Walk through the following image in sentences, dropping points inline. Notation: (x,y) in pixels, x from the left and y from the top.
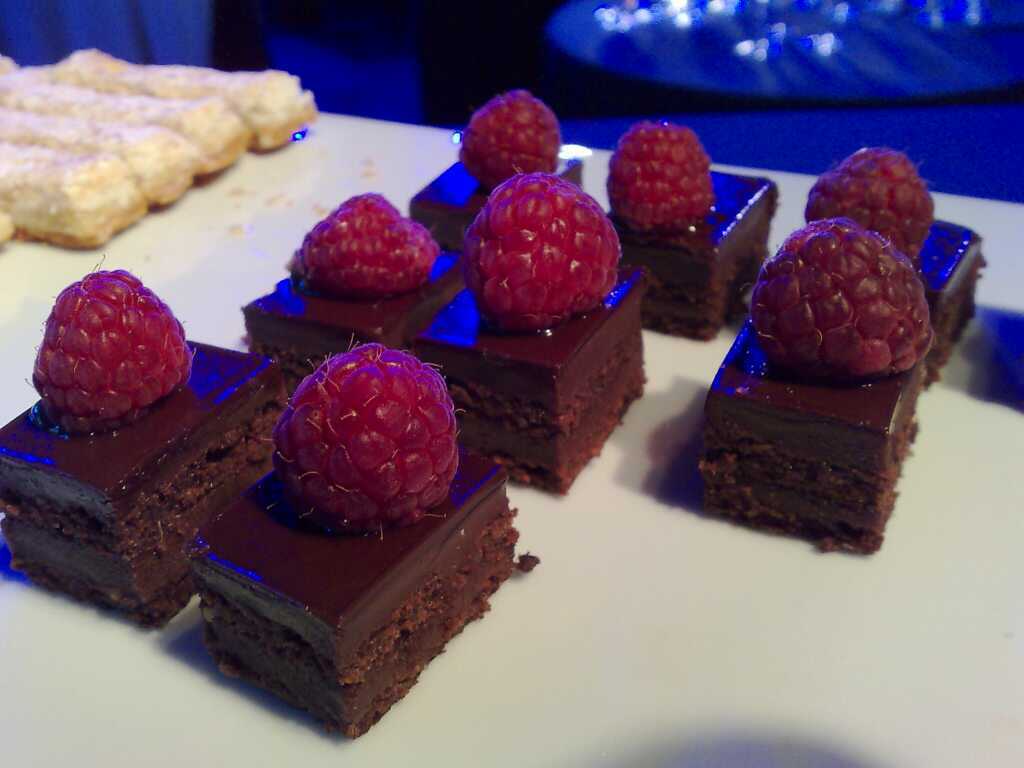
In this picture we can see a table (609,616), there are pieces of cake (765,385) and some food (175,181) placed on this table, we can see berries (406,273) on these pieces (922,266).
